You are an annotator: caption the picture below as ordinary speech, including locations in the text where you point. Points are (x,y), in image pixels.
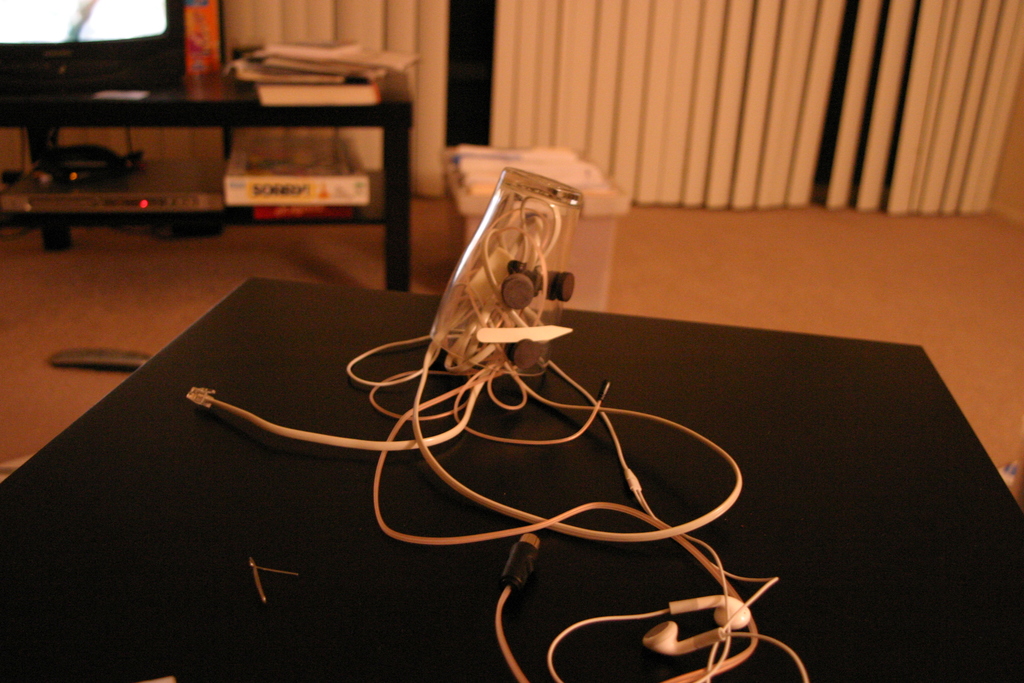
In this image in front (302,596) there is a table (373,470) and on top of it there is a glass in which there are earphones (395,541). On the floor (756,286) there is a tub (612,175) and a remote (90,359). In the background of the image (617,155) there are curtains (616,111). In front of the curtains (521,68) there is a table (56,111). On top of the table (49,130) there is a TV (54,64), books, DVD player (203,163), stabilizer (112,165).
